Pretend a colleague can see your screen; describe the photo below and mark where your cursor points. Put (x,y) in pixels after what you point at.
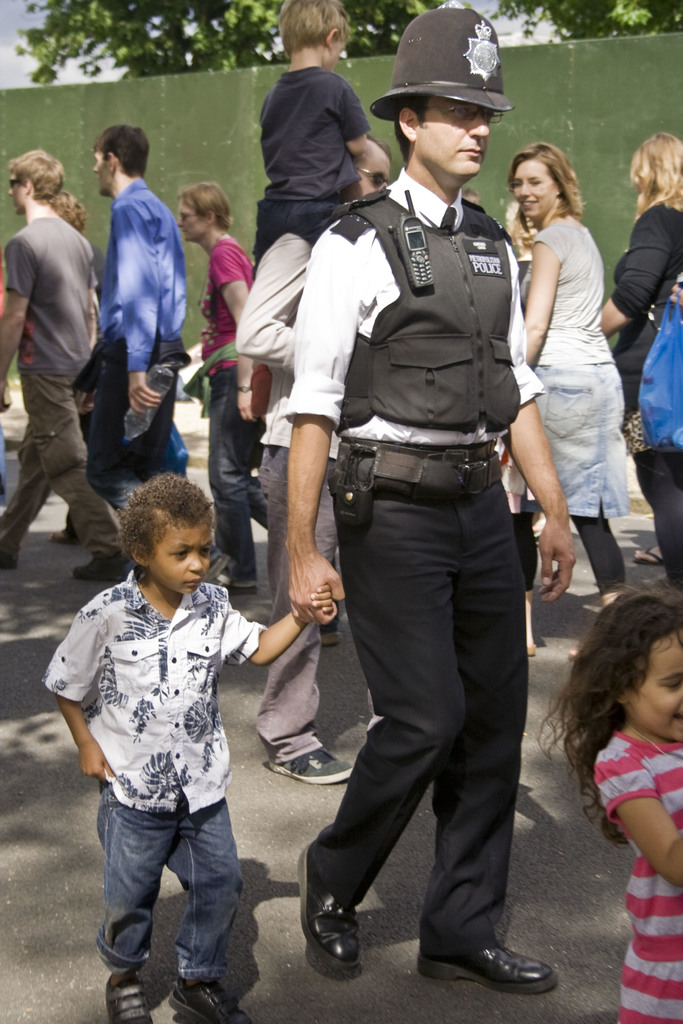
Here in this picture in the front (434,343) we can see a police man (409,308) wearing jacket (444,376) and helmet (497,98) on him walking on the road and we can see he is holding hand (313,605) of the child (218,607) present beside him and we can also see other people (174,272) walking on the road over there and beside them we can see a wall (186,114) present and we can see trees (184,70) present over there.
